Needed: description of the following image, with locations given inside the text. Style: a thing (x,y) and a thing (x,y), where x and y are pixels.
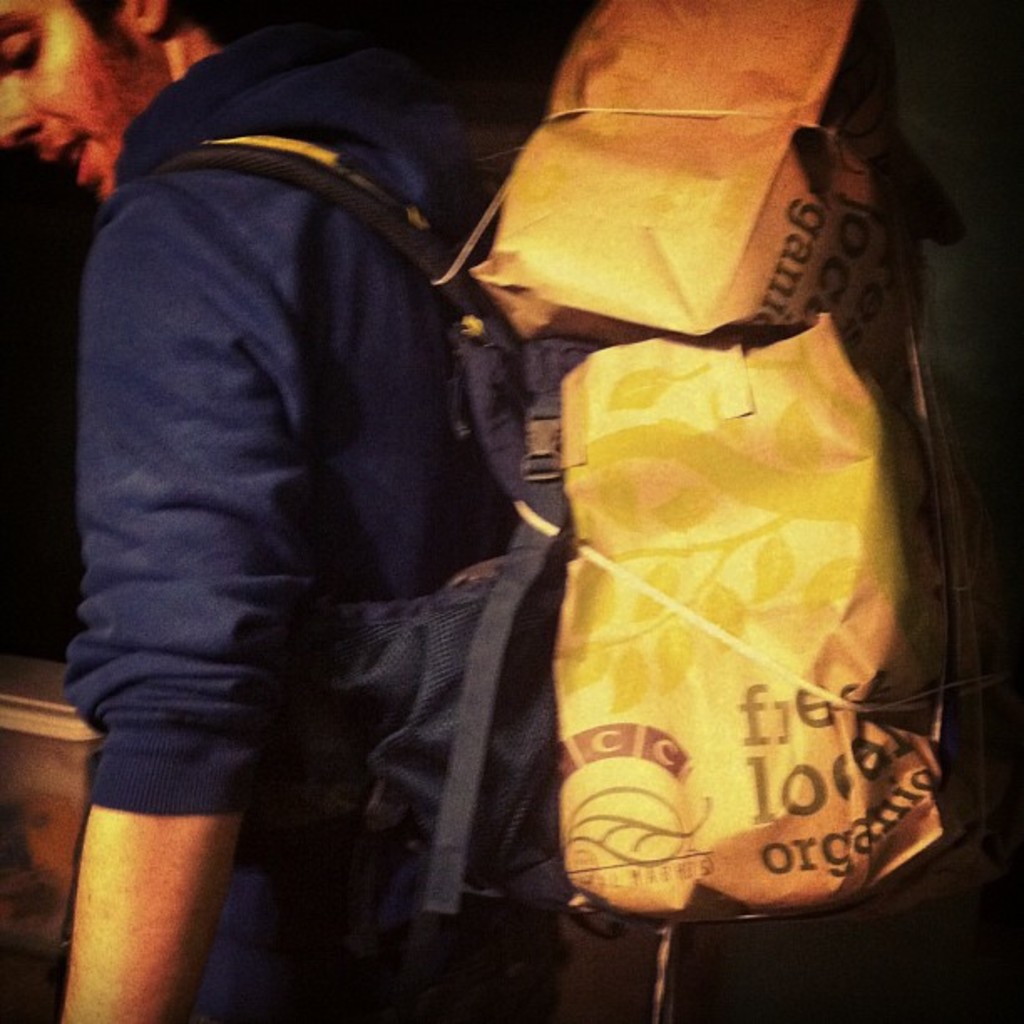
In this image we can see a person (368,543) wearing a bag (381,607).
